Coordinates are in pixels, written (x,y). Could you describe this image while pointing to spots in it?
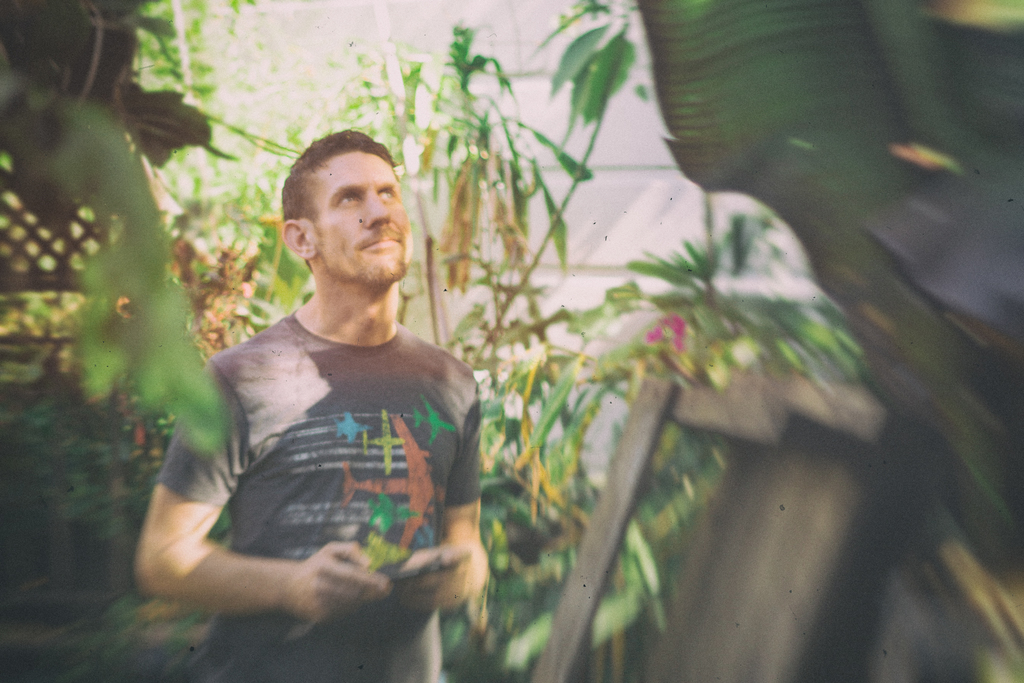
In this picture there is a man (403,459) who is wearing t-shirt (403,459) and holding a mobile phone (396,569). He is standing near to the plants (475,657). On the right (862,398) we can see the wooden partition (840,418).
